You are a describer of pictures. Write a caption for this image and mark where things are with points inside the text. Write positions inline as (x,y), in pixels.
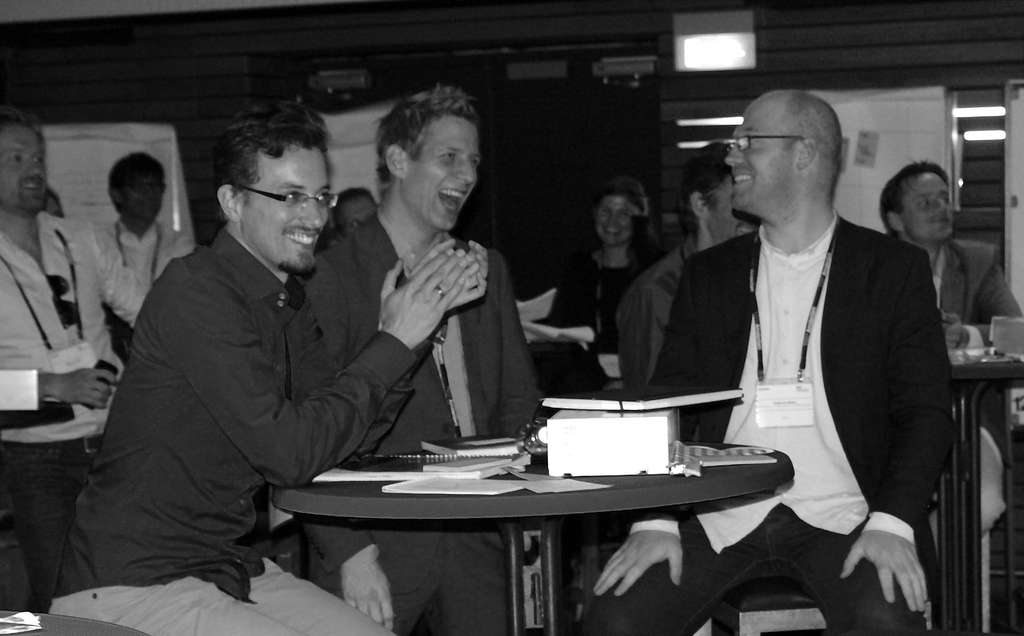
As we can see in the image there are few people (173,269) sitting on chairs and there is a table (515,542). On table (595,496) there are tissues (600,454), papers (463,487) and books (451,454).
